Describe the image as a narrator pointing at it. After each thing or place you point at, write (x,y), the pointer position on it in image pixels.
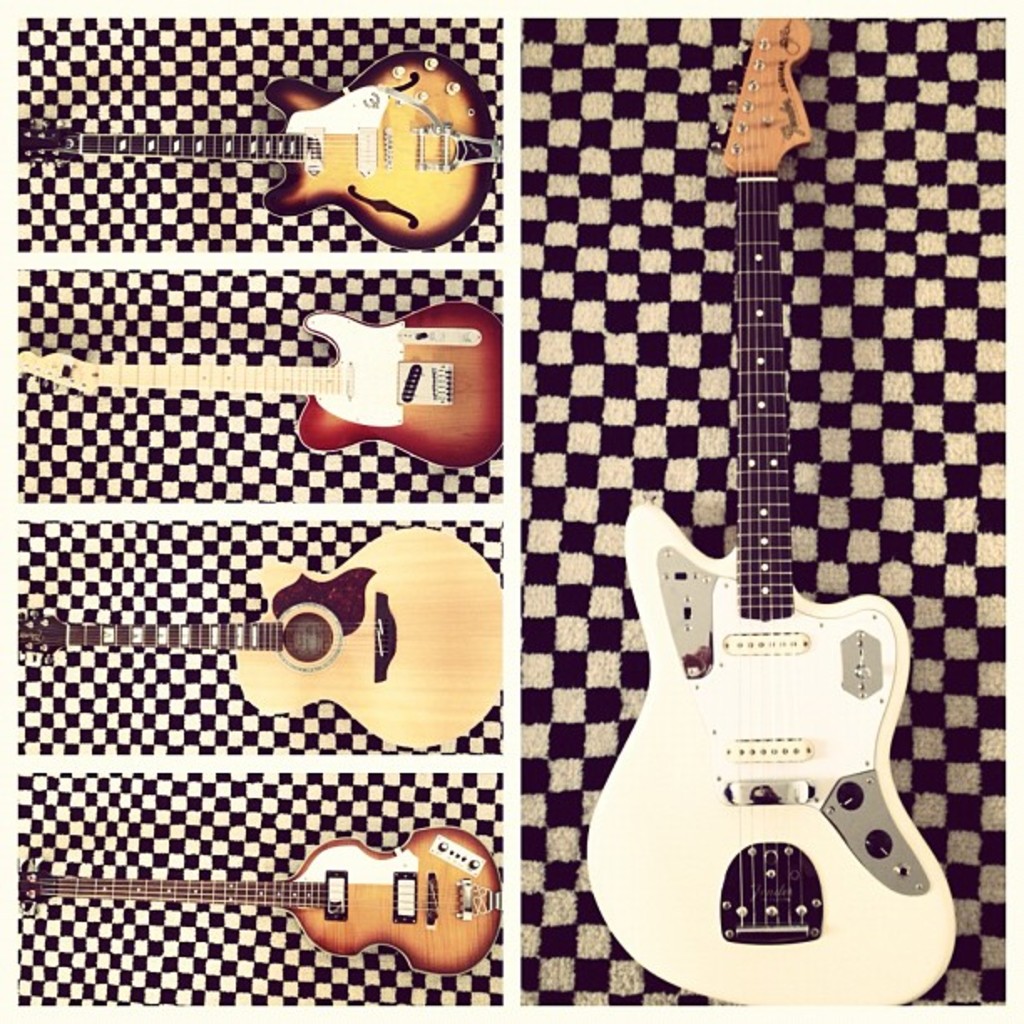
In this picture we can see five guitars (681,615).
